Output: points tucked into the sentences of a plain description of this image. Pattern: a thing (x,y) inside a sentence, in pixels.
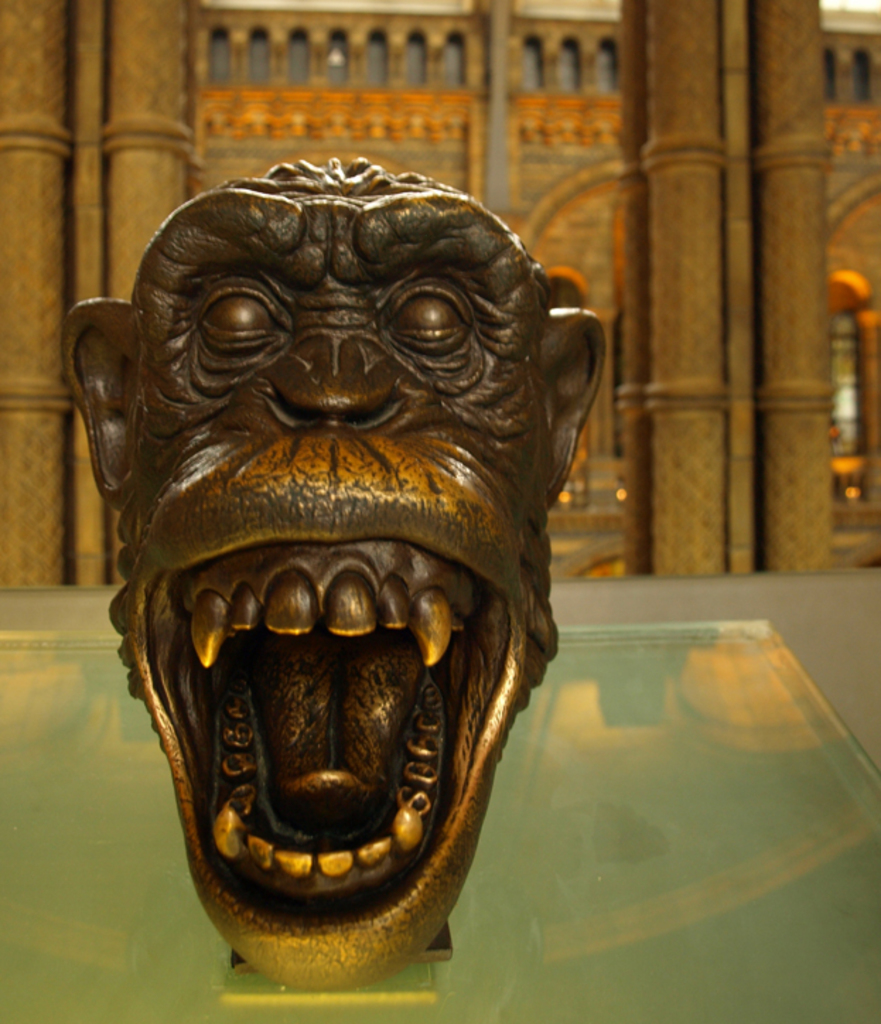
Here we can see a sculpture (321,378) on a glass platform (76,905). In the background (257,143) we can see pillars (54,136) and wall (372,81).
